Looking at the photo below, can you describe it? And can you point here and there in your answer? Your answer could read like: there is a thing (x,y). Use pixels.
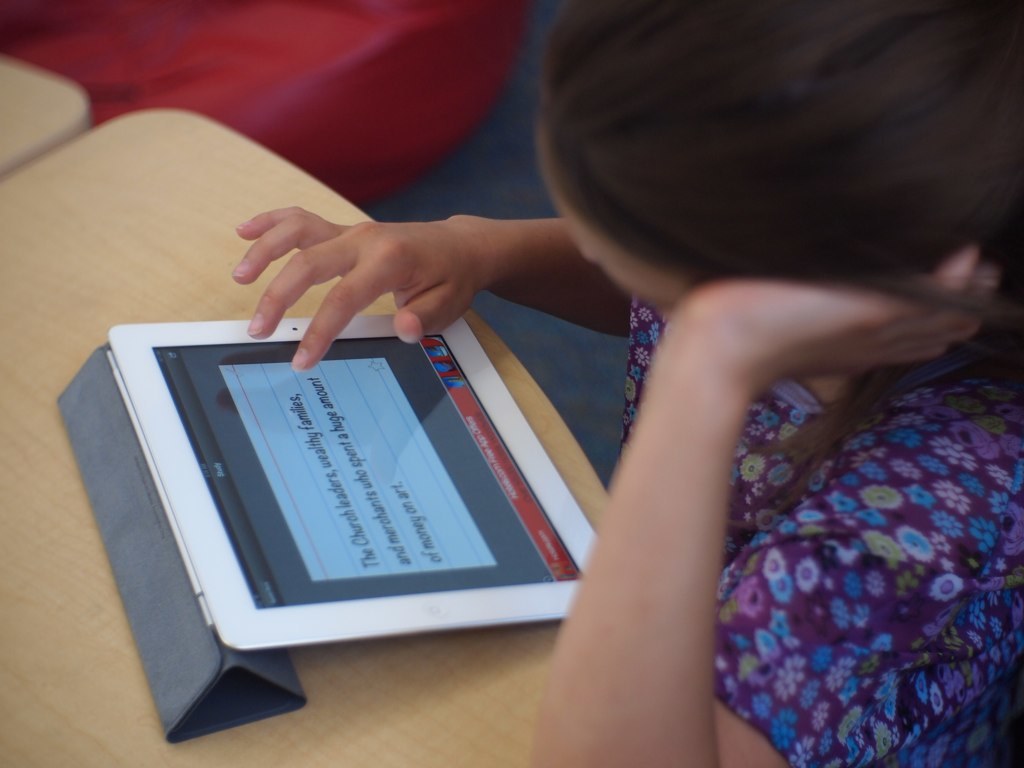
In this image we can see a girl (698,194) sitting at the table (312,693). On the table (36,290) we can see tablet (280,549).
